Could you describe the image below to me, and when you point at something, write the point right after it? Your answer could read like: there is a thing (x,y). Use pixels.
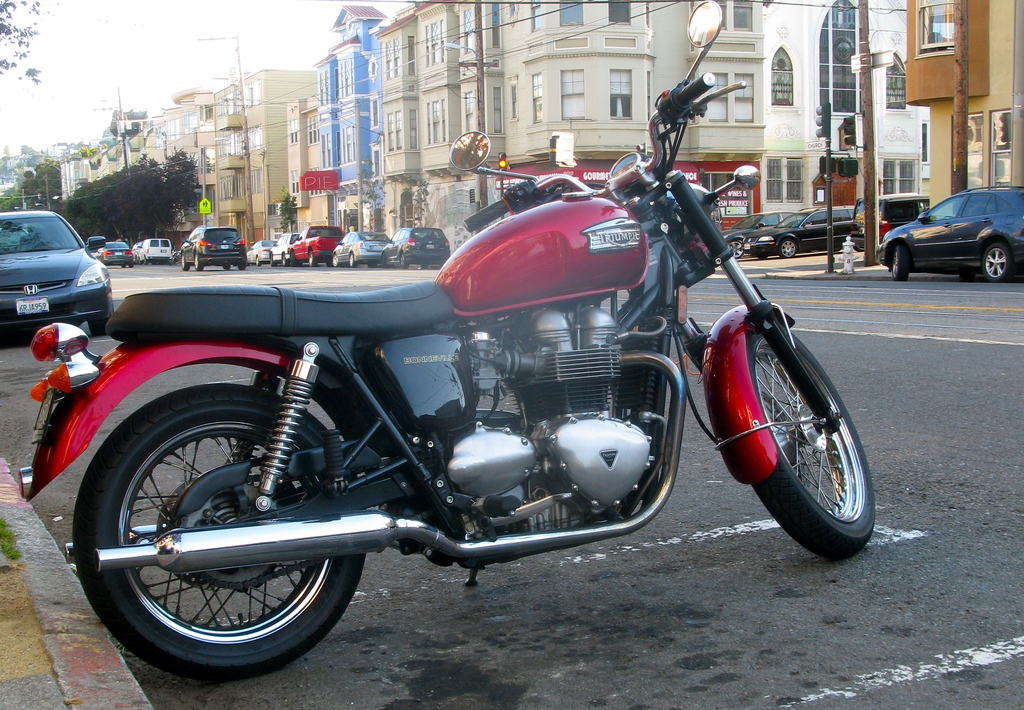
In this image, we can see some cars (403,247), buildings (233,135) and poles (245,126). There is a signal pole (830,169) in the top right of the image (851,174). There are some trees (99,188) in the top left of the image (113,194). There is a bike (495,233) in the middle of the image (445,283).
